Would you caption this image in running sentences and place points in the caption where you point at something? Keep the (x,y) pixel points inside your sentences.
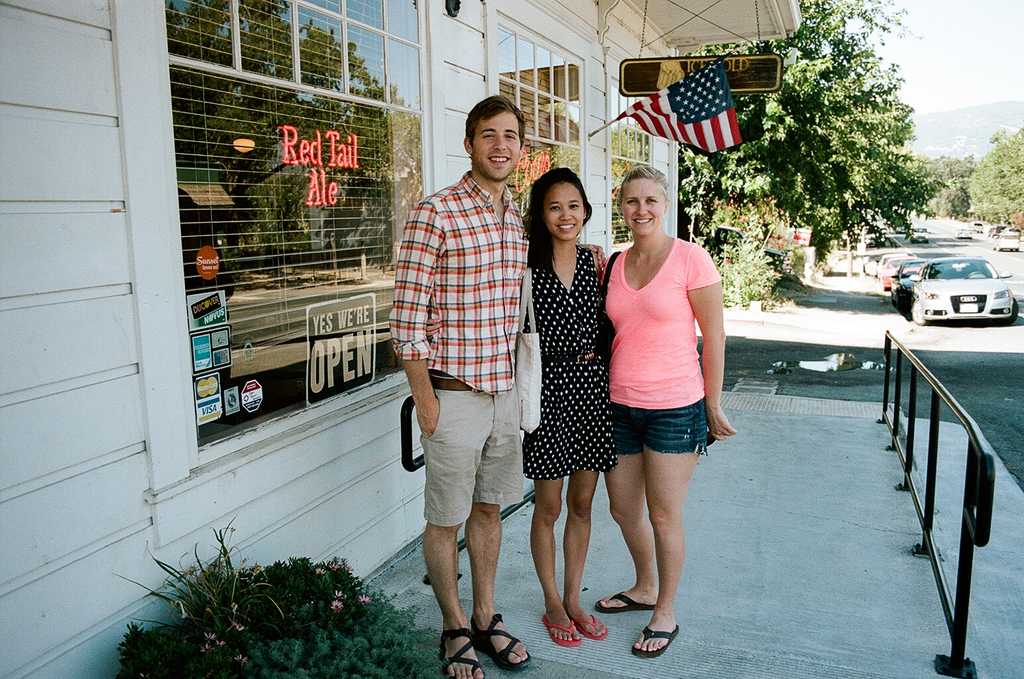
In this picture I can see a man (490,284) and 2 women (540,293) who are standing in front (582,466) and I see that they're smiling. On the bottom left of this picture (176,607) I can see few plants (241,583). I can also see a building (208,39) and on the glasses (361,149) I see something is written and I can see a flag (692,105). In the background (960,347) the road (958,324) on which there are few cars (883,283) and I can see the trees (873,97) and the sky (966,19).
